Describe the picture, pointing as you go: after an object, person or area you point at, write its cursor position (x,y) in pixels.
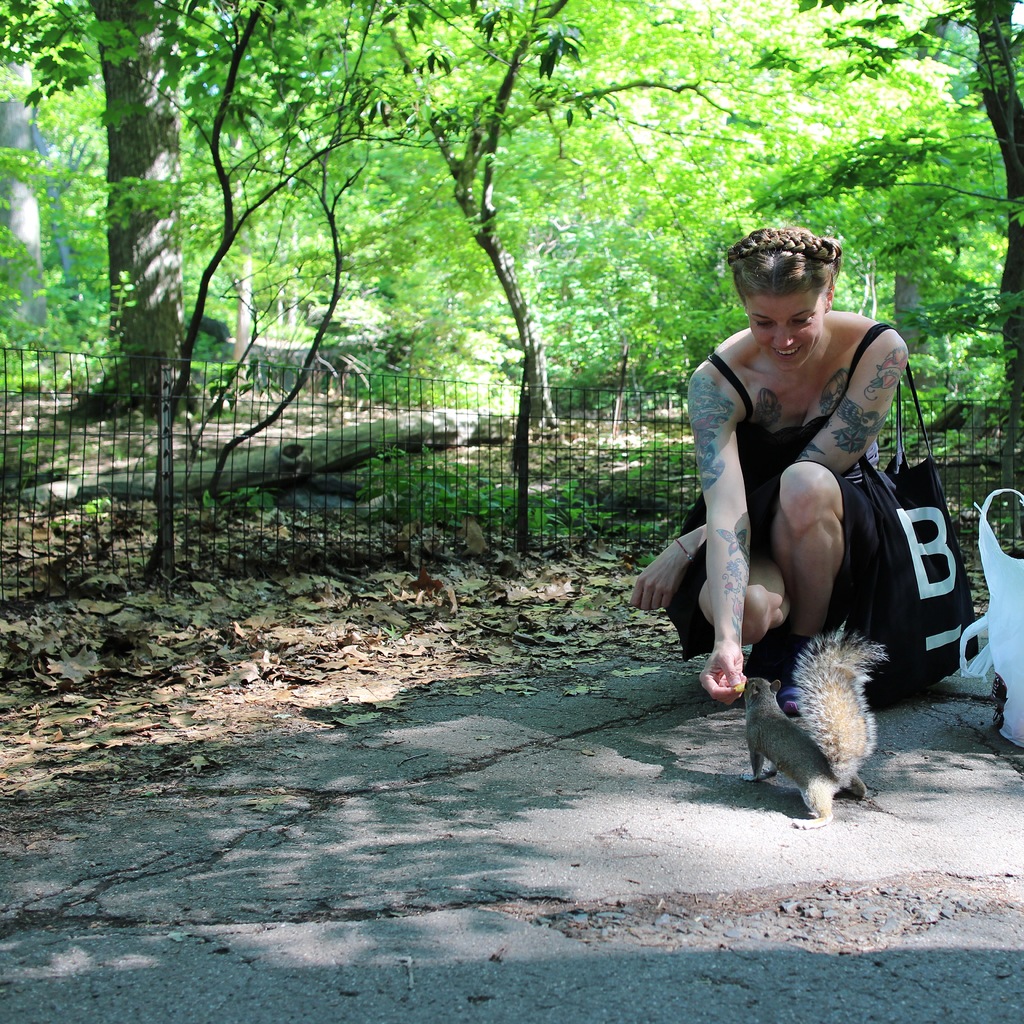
In this image, we can see a person (786,411) wearing clothes (752,513) and bag (916,532). There is a fence (431,475) in front of trees (700,136). There is a road (603,726) at the bottom of the image (516,823). There is a plastic bag (1000,605) and squirrel (834,747) on the right side of the image (848,742).
